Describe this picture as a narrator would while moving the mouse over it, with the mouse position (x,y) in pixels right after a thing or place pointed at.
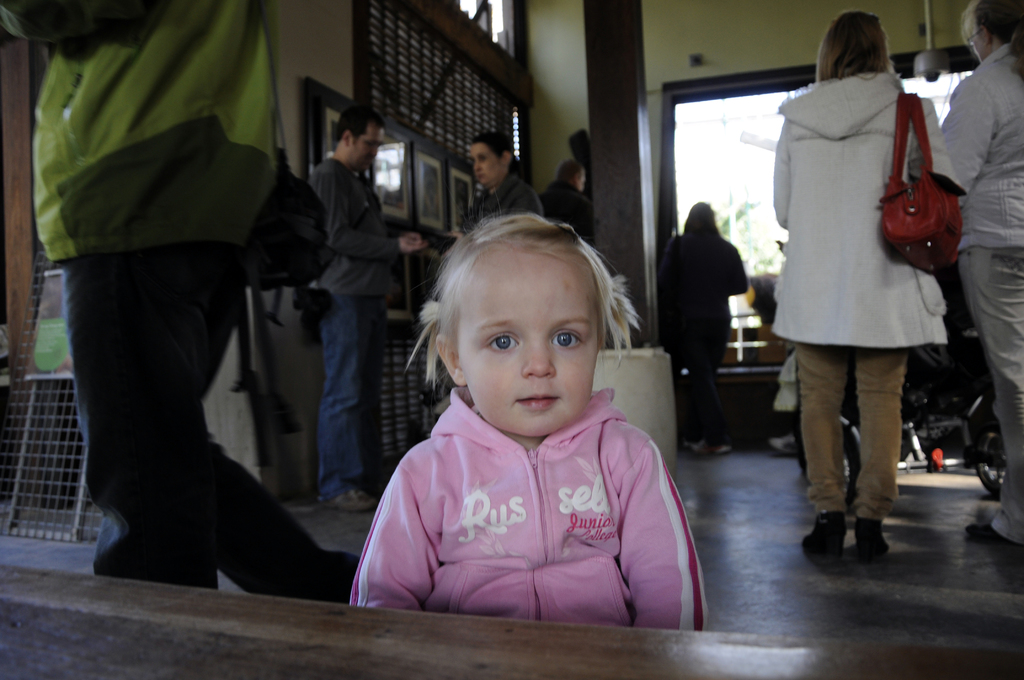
In this image I can see the group of people (563,315) with different color dresses (814,212). I can see one person (828,245) wearing the red color bag (904,241). In the background (398,152) there are many frames (404,190) to the wall (573,54). To the left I can see the net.
